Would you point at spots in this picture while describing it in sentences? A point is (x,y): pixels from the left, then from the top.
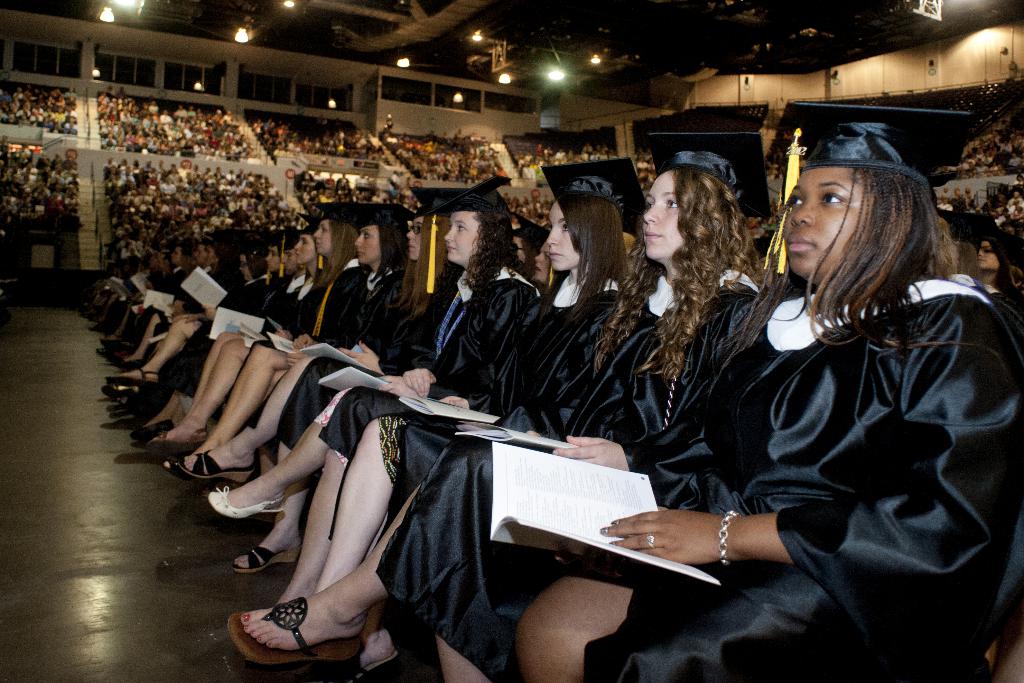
In this image I can see number of women (532,320) wearing black dresses (577,360) and black hats (615,208) are sitting on chairs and holding books (520,520) which are white in color in their hands (307,335). In the background (211,177) I can see group of people (195,176) sitting on chairs (182,210) in the stadium (211,164), the ceiling (397,31) of the stadium (412,9) and few lights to the ceiling (477,51).
